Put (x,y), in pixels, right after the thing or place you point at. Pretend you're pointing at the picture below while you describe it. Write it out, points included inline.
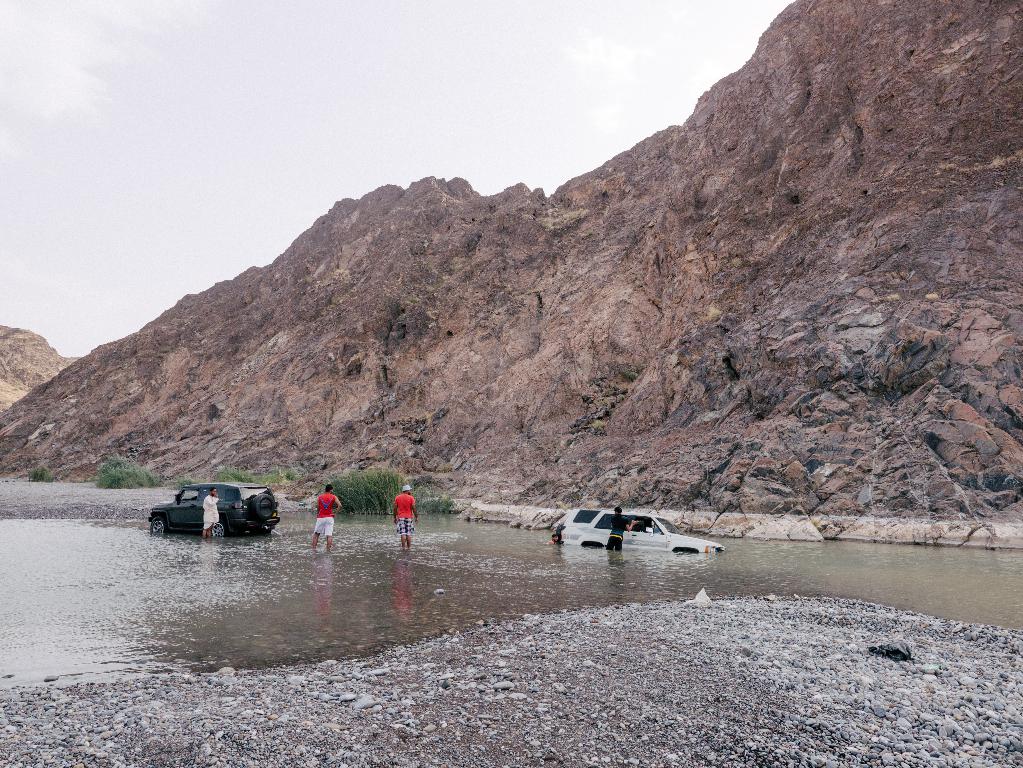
In this image there is one vehicle (653,545) in middle of this image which is in white color and there is one person (615,525) standing here, and there are two persons (326,522) standing in middle of this image (406,496) and there is one vehicle (225,525) at left side of this image (190,527) which is in black color and there is some water (292,623) in middle of this image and there are some small stones (607,716) at bottom of this image (715,720) and there is a hill (649,205) at top of this image (413,244) and there is a sky (195,136) at top of the image (303,78).
